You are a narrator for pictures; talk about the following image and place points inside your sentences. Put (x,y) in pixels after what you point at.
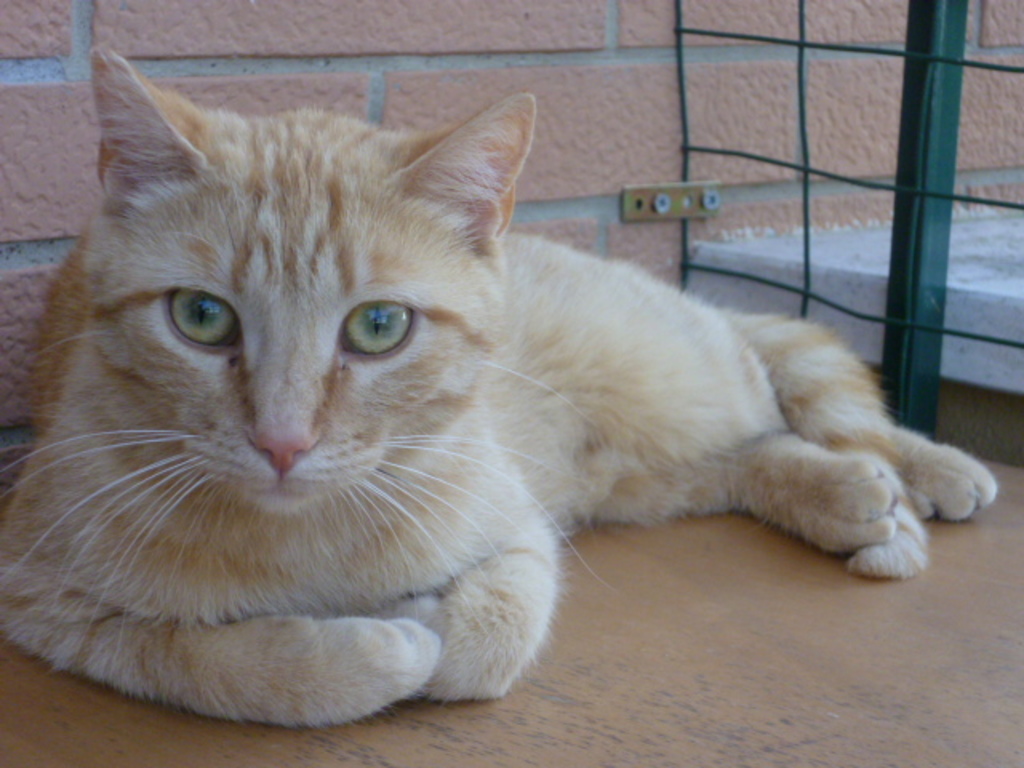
In this image I can see the cat (188,491) which is in cream and brown color. To the right (886,311) I can see the green color object (898,319) looks like net fence (913,223). In the background (488,90) I can see the wall (388,77).
